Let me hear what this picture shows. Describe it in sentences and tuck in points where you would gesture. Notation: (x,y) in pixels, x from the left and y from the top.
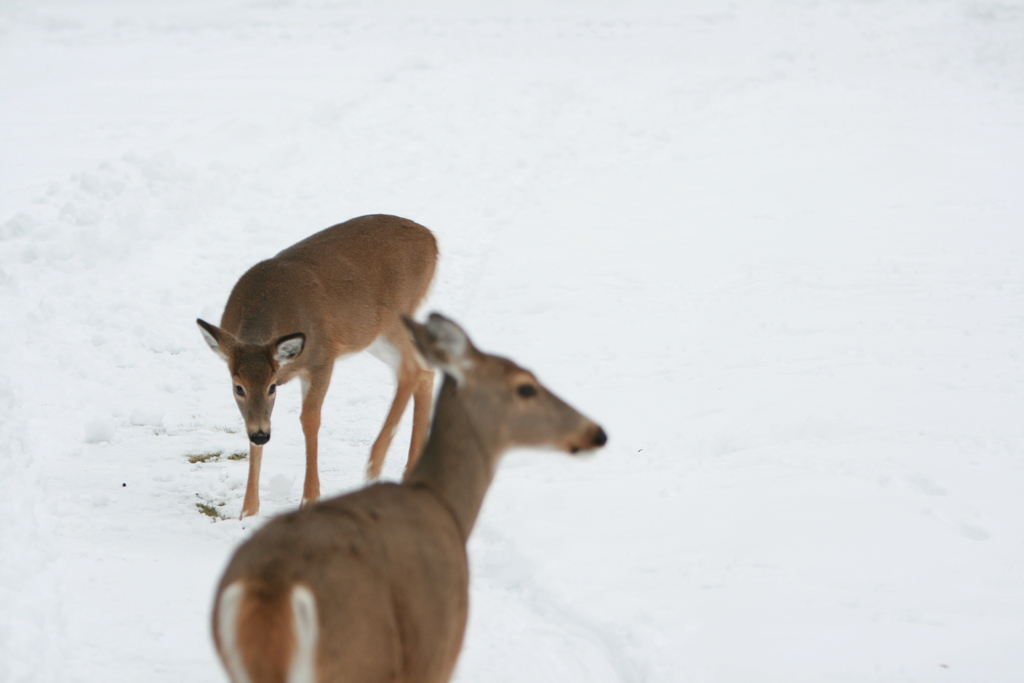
In this image, in the middle (348,340), we can see two animals (453,532) which are on the snow (606,448). In the background (640,239), we can see white color.
